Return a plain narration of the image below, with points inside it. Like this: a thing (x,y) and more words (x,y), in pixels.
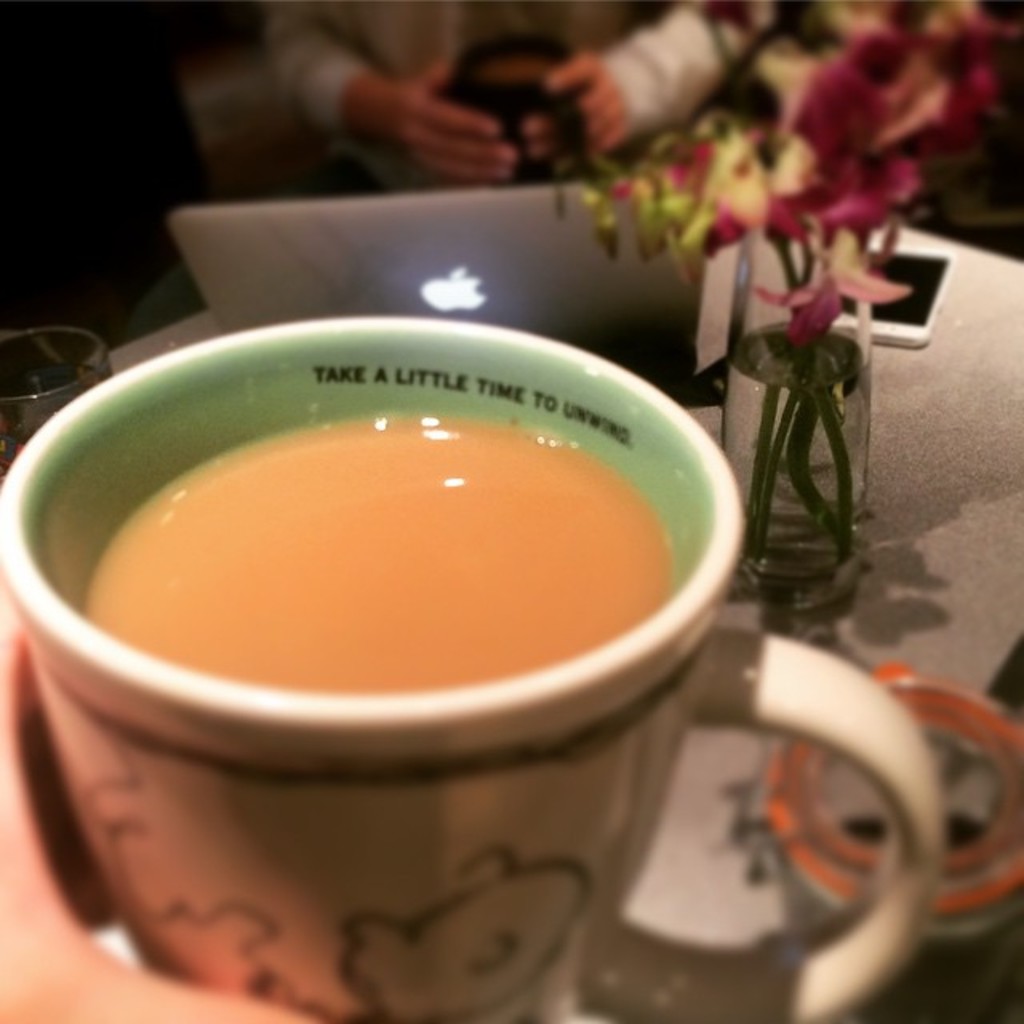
In the center of the image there is a table (972,414). On the table (721,425) we can see glass (972,826), flower pot (801,276), laptop (632,292), mobile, coffee cup (325,598) are there. At the top of the image (580,38) a person (559,71) is there.
